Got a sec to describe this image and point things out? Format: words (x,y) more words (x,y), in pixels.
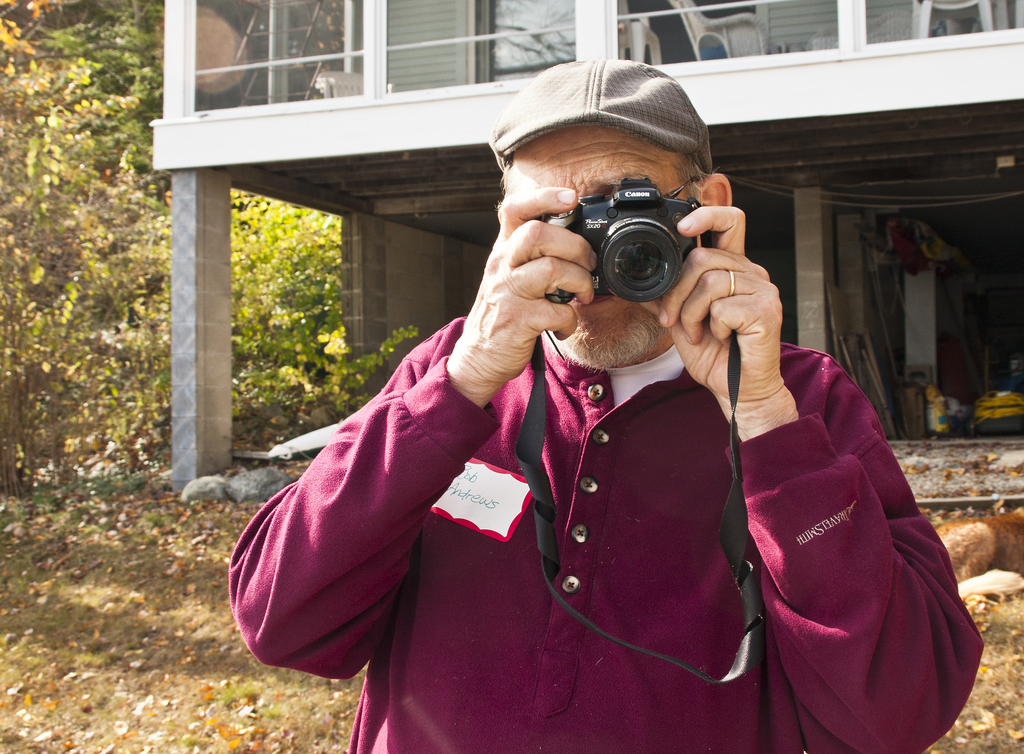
The person (713,337) is holding a camera (610,231) and wearing a cap (607,92). This is a house (877,52) with windows (322,30). These are plants (20,169) and trees (38,158).
